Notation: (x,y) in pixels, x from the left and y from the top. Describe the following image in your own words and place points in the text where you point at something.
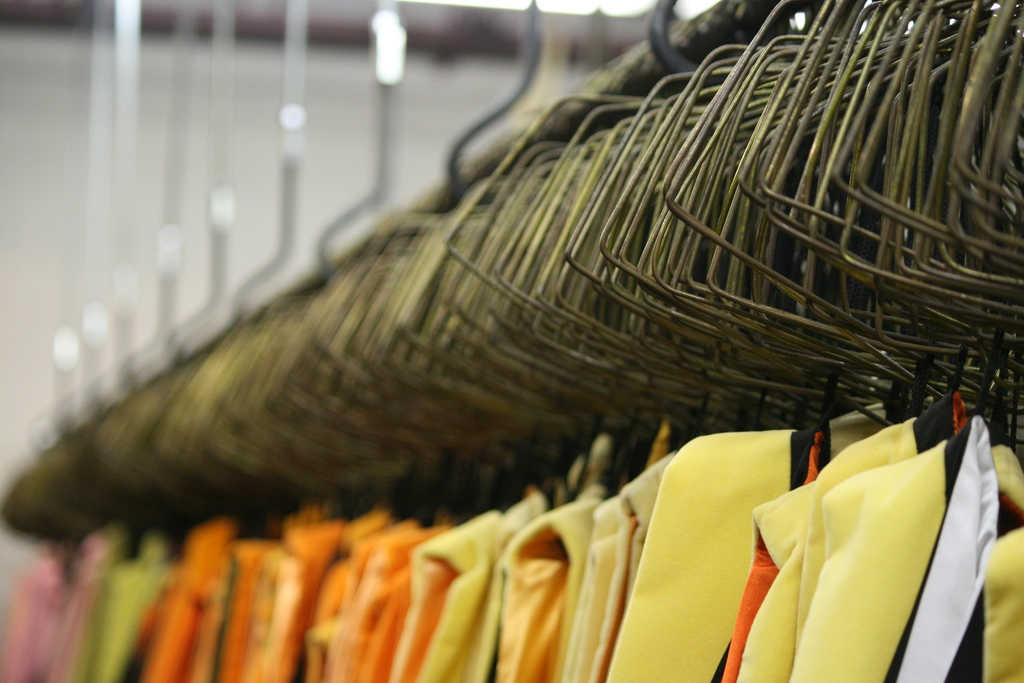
In this image we can see many hangers (501,303). There are many clothes (539,492) at the bottom of the image (514,629). There is a blur background (408,136) at the left side of the image (285,164).
